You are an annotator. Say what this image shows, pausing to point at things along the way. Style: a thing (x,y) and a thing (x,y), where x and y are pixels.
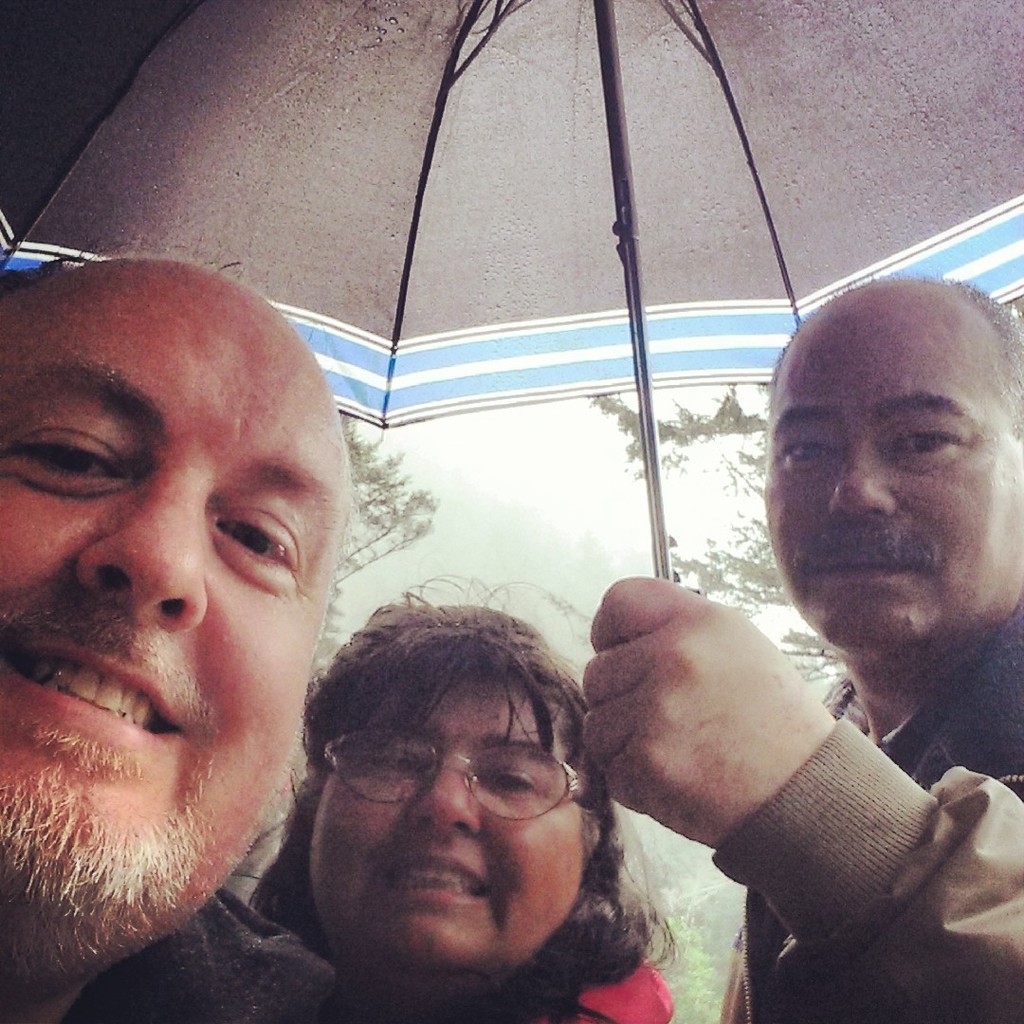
In the image there are three people (704,597) taking a photo and the third person (697,687) is holding an umbrella (402,419), behind them there are few trees (756,506).
